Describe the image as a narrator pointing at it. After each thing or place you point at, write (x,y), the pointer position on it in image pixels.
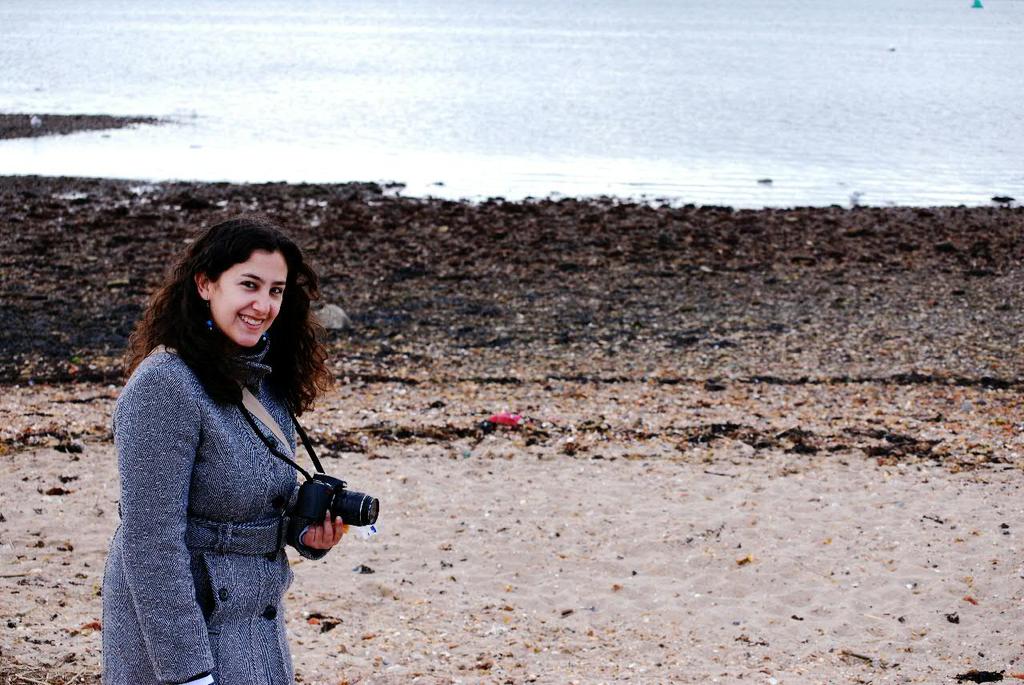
On the background of the picture (570,88) we can see a river (727,112). Here we can see a woman (240,534) wearing a ash colour jacket (195,568) and holding a pretty smile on her face (231,335). We can see a camera (306,509) in her hand (321,525).
